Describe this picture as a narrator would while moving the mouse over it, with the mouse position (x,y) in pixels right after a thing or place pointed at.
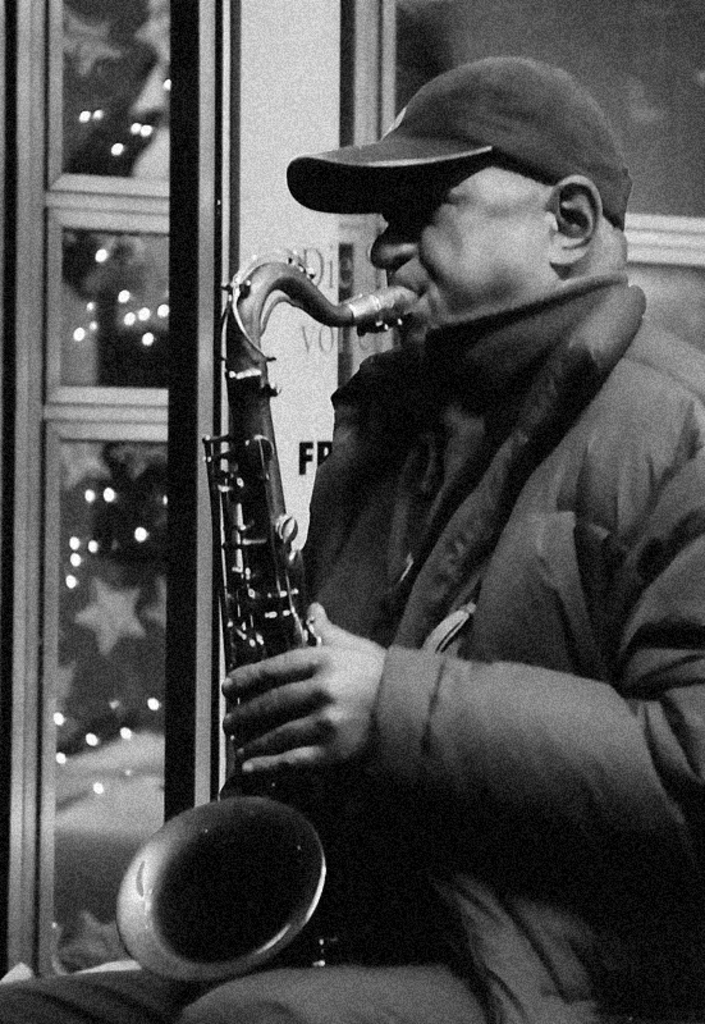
I see this is a black and white image and I see a person (379,501) who is sitting and I see that there is an instrument (313,287) in his mouth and I see that he is holding it and I see a cap (407,112) on his head (400,241) and in the background (120,124) I see the lights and I see a star (108,600) over here.
